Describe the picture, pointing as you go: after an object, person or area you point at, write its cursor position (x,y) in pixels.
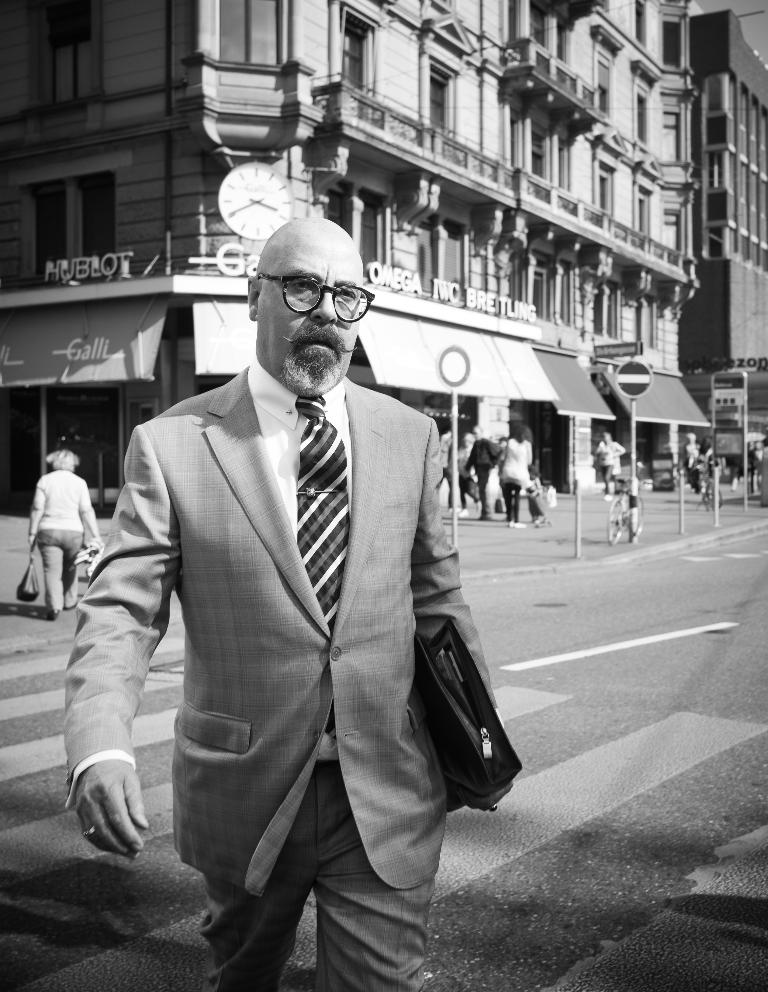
This is a black and white pic. We can see a man (298,486) is walking on the road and holding a bag (430,727) in his hand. In the background (67,592) we can see few persons (67,592) are standing and walking, poles (577,502), sign board pole (632,482), buildings (308,161), windows (249,11), clock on the wall (387,260), name boards (702,374) on the wall (685,46) and other objects (735,430).
